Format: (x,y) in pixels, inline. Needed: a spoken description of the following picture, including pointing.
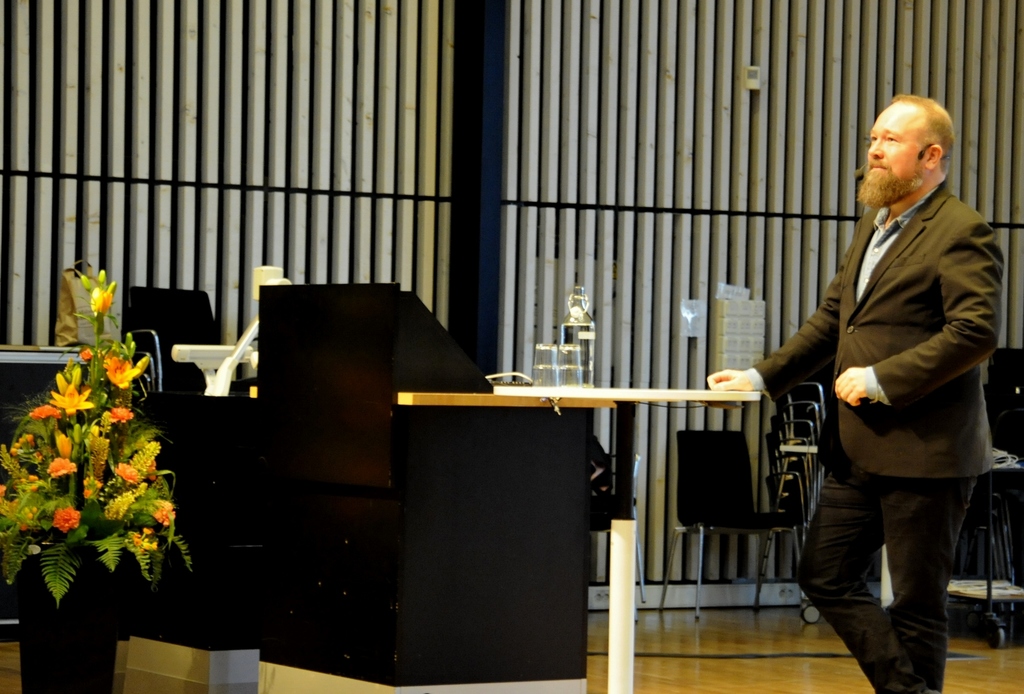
In this image I can see the person (955,375) standing and the person (962,439) is wearing black color blazer (961,429) and I can also see few glass objects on the table (720,392). In front (164,539) I can see the flower vase (148,550), few chairs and I can see the white and black color background (209,96).
